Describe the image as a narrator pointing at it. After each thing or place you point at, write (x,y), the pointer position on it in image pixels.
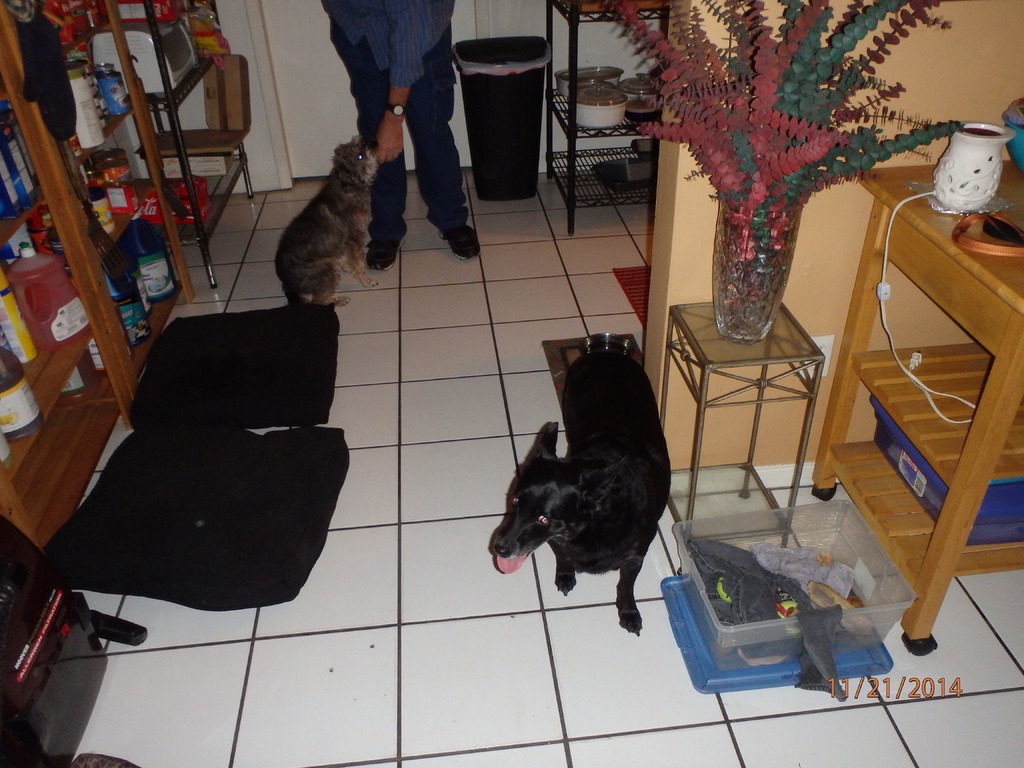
In the center of the image (370,265) there is a man (400,187) standing there is a dog (347,257) next to him. At the bottom (629,533) there is a black dog (609,460). On the right (947,223) there is a table (870,469) and a stand (697,334) next to it. We can see a decor (742,307). On the left (132,373) there is a cupboard (51,368) and some bottles (8,378) placed in the cupboard (97,156). There are doormats (251,356) and bin (525,121).
